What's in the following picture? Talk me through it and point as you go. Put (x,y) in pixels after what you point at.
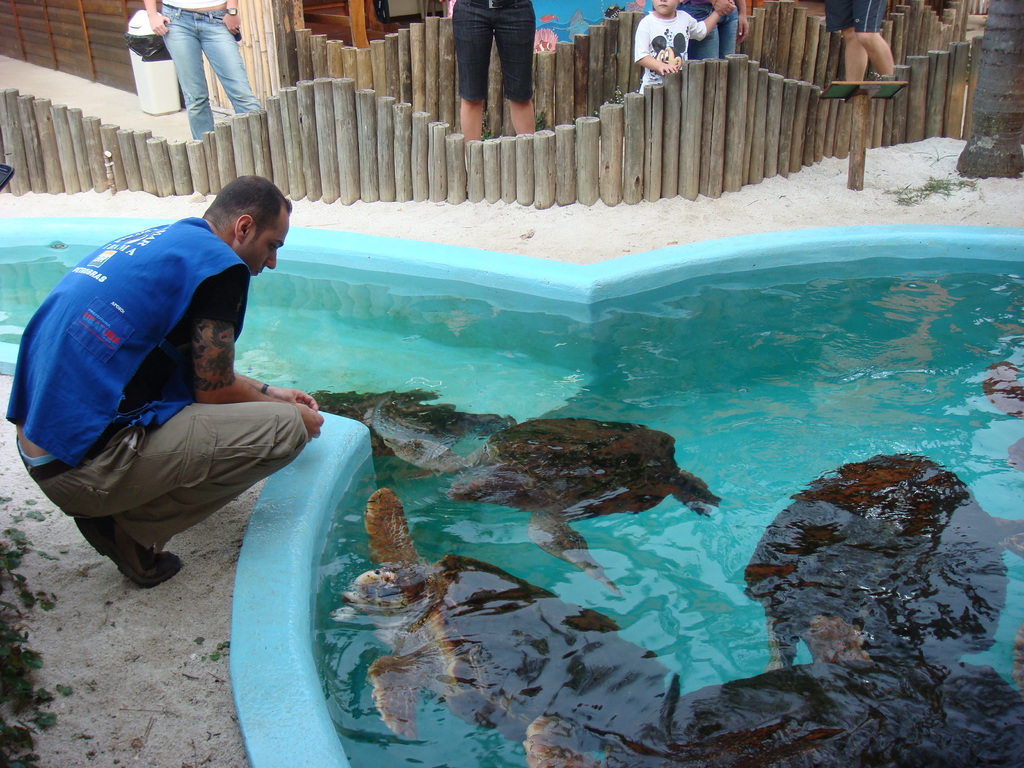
In this picture we can see tortoises (392,441) in water (808,318) and a man (230,497) in a squat position on the ground (209,722) and in the background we can see some people (851,45) standing, bin (172,98), wall (96,64).
